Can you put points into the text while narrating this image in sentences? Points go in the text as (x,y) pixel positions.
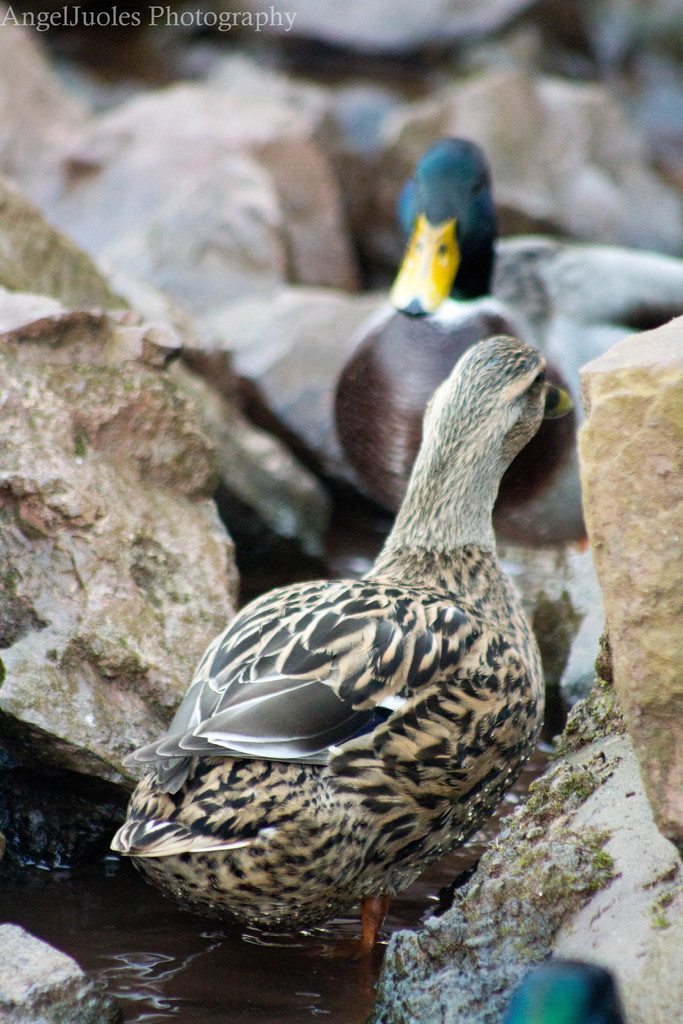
In this picture we can see few birds (274,623), water (387,934) and rocks (662,545), on top of the image (65,15) we can find a watermark (205,12).
